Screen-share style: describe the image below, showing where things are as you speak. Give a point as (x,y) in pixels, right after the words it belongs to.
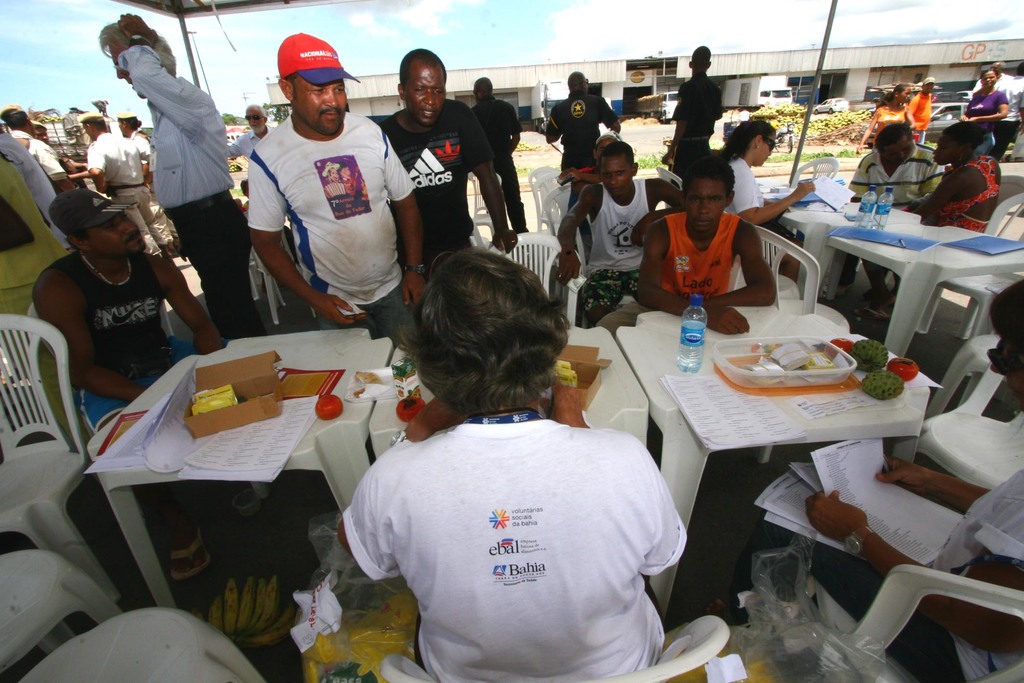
In this image i can see few people (721,240) sitting on chairs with table (795,397) in front of them and on table (783,401) i can see some fruits (863,362) and a water bottle (687,366), and some of the people (409,224) are standing, and in the background (629,37) i can see sky (534,21) and some vehicles (749,103).
